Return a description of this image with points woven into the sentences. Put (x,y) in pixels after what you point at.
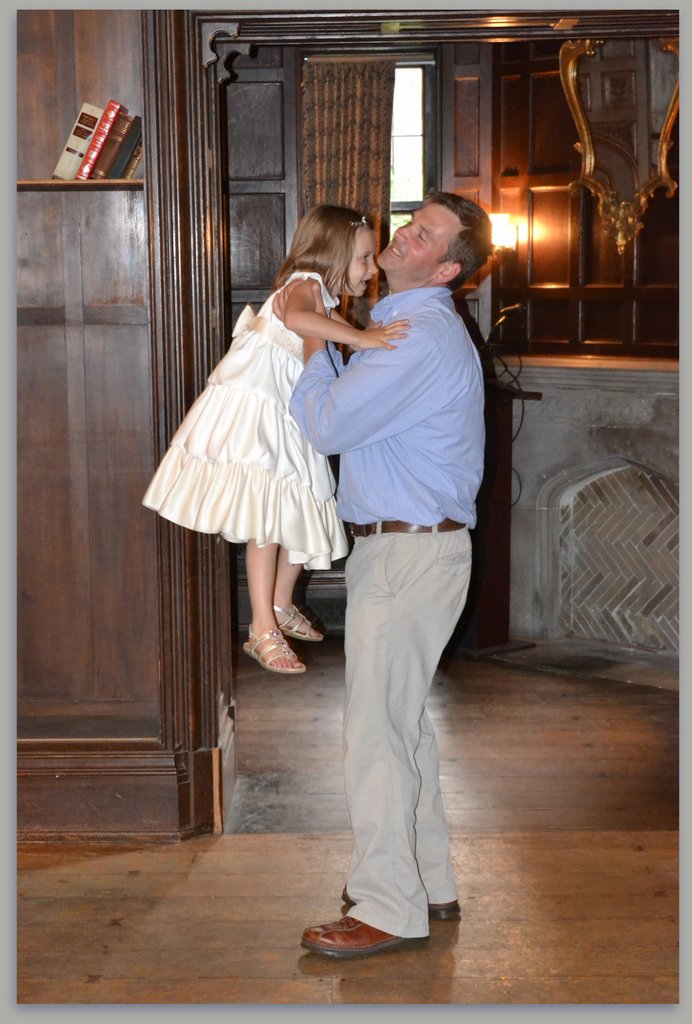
In this image we can see a man (404,449). He is wearing blue shirt (403,519), pant (374,639) and carrying girl (270,464) in his hand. Girl (331,298) is wearing white color dress (256,437). Background of the image wooden wall (275,140), door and window (397,128) is there. We can see one curtain (353,125) and mirror (620,96). Top left of the image (97,142) books (91,135) are arranged in rack (66,125).
